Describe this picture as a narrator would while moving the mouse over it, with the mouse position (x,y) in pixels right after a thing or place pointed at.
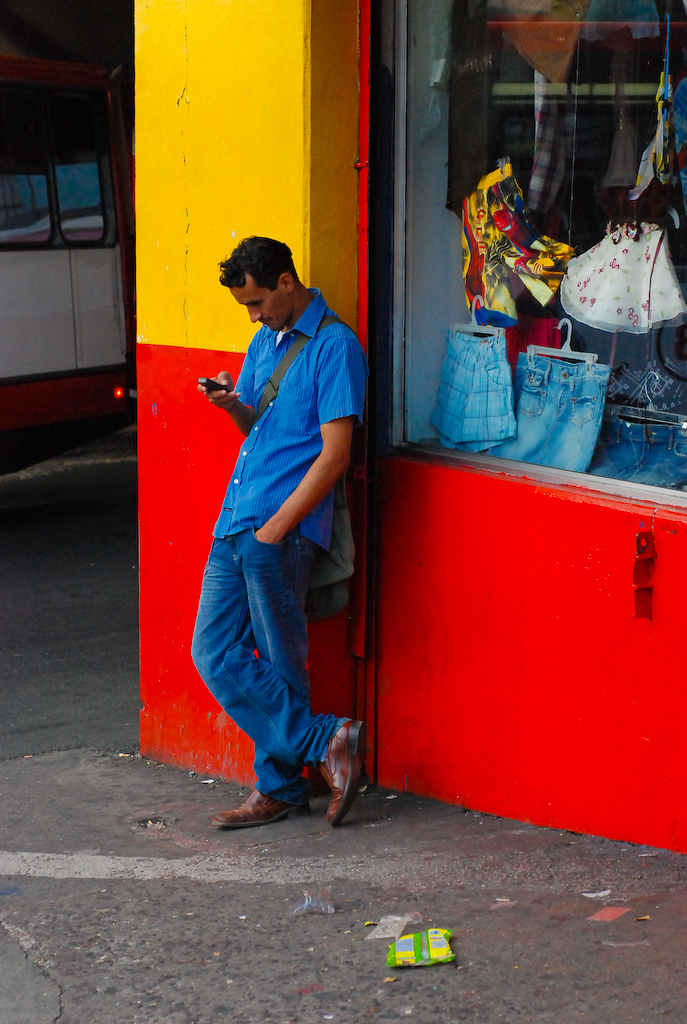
In the image we can see a man (277,541) standing, wearing clothes (283,622), shoes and the man (245,406) is holding the device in hand (237,402). Here we can see the glass (535,337) and out of the glass (559,323) we can see the dresses (546,381) hanged to the hanger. Here we can see wall (218,294), road (151,910) and the vehicle (52,274).
